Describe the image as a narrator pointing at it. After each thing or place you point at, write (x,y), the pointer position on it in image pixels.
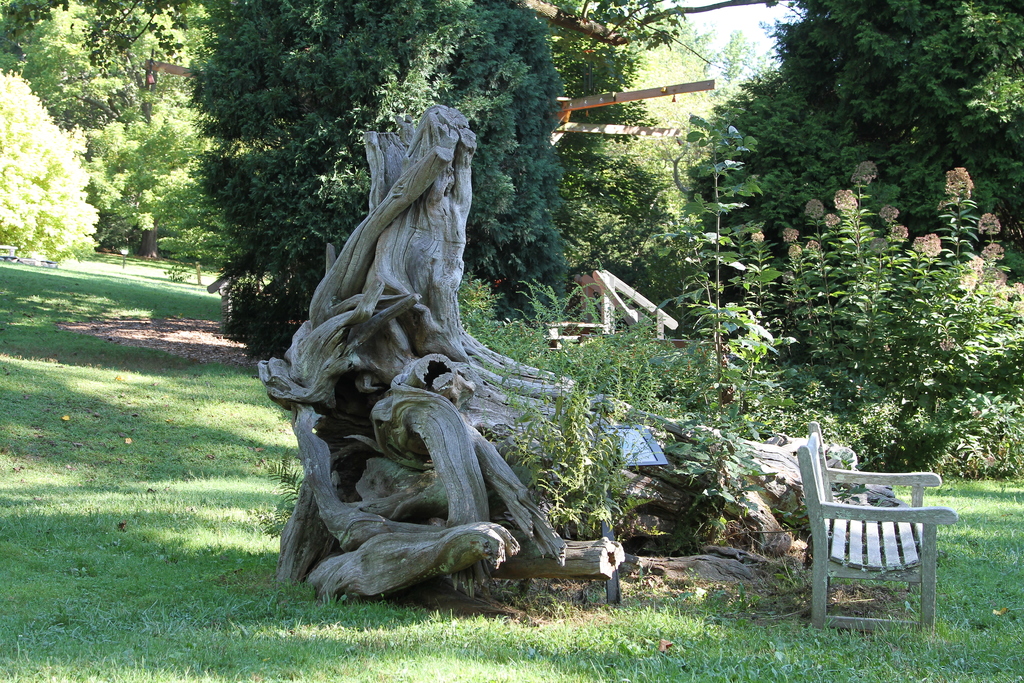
In this image I see the grass (210,498), plants (698,341) and number of trees (534,124) and I see the bench (879,522) over here.
